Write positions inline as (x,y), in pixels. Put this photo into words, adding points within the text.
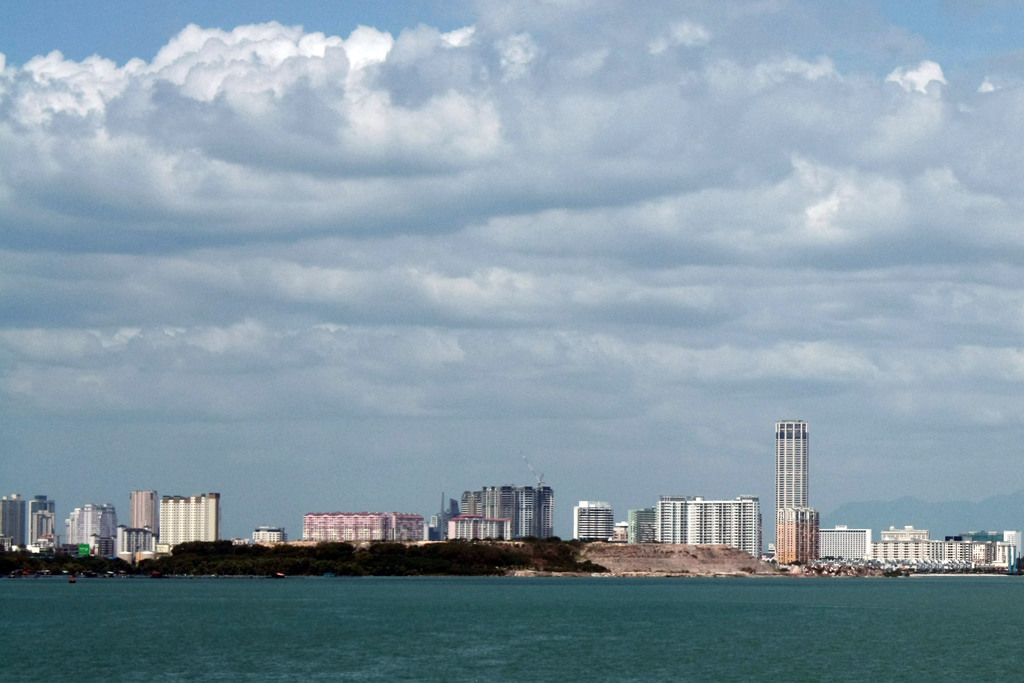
In this image I can see buildings (715,532) and water (457,627). In the background (415,357) I can see the sky (412,256).
